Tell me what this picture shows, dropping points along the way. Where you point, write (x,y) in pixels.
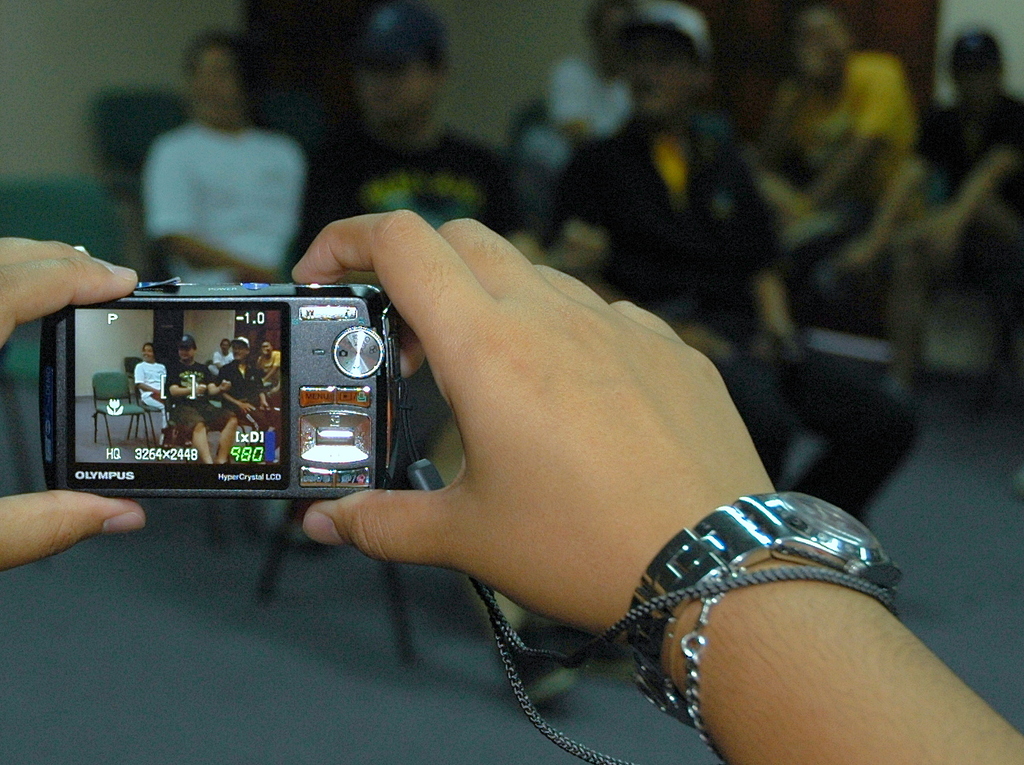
In this image I can see a hand (106,265) of a person (542,343) holding a camera (165,313). In the background (165,211) I can see few more people (171,219) sitting on chairs (42,199).
